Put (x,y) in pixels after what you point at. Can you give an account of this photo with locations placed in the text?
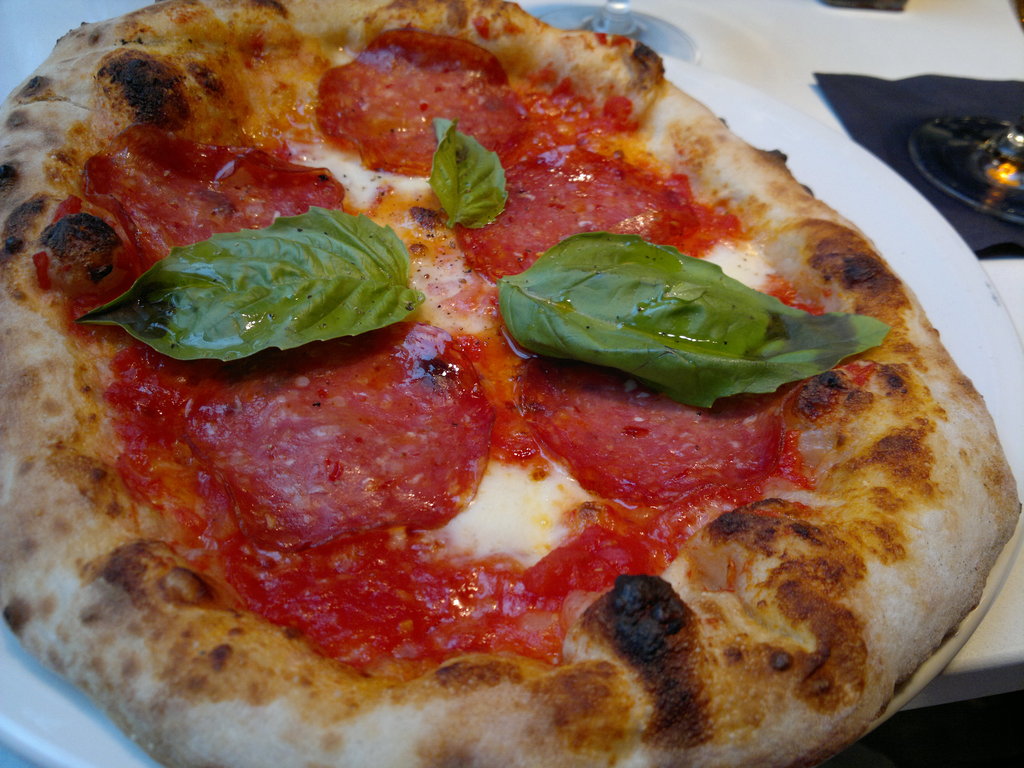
In the image in the center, we can see one table (908,28). On the table (836,120), we can see one cloth (862,145), plate (863,165) and a few other objects (941,143). In the plate (980,293), we can see one pizza (443,563).
